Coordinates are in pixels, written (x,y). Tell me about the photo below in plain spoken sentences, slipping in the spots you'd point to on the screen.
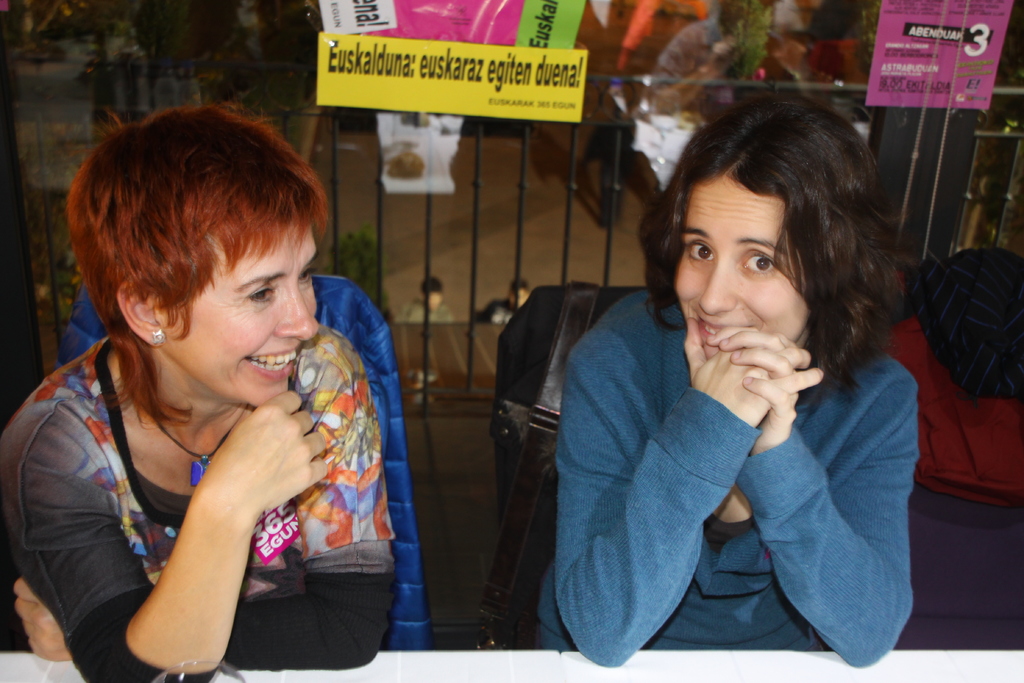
In this image we can see two people (311,444) sitting on the chair (506,447), beside a woman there are objects (962,377) looks like bags (949,360) and in the background (947,57) there is an iron railing (570,188) with board (569,48) and text (947,26) on the board (450,60) and there are two people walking on the road (496,224).
